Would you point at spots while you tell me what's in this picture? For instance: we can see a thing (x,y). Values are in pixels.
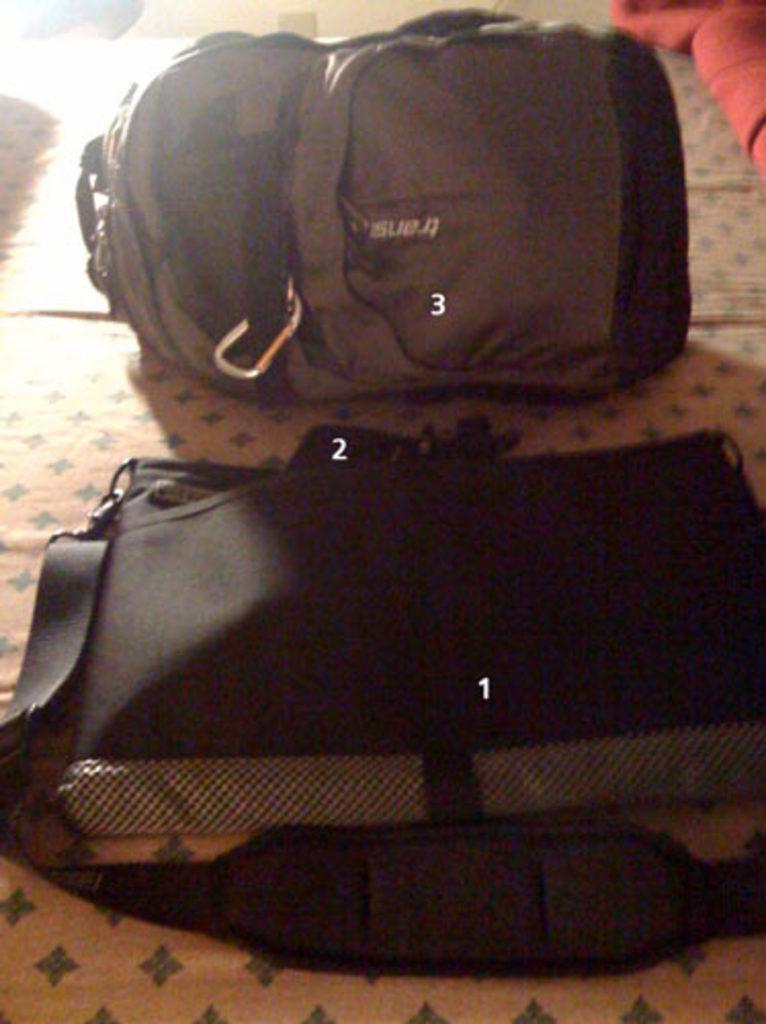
In the given image we can see some baggage (529,308).
